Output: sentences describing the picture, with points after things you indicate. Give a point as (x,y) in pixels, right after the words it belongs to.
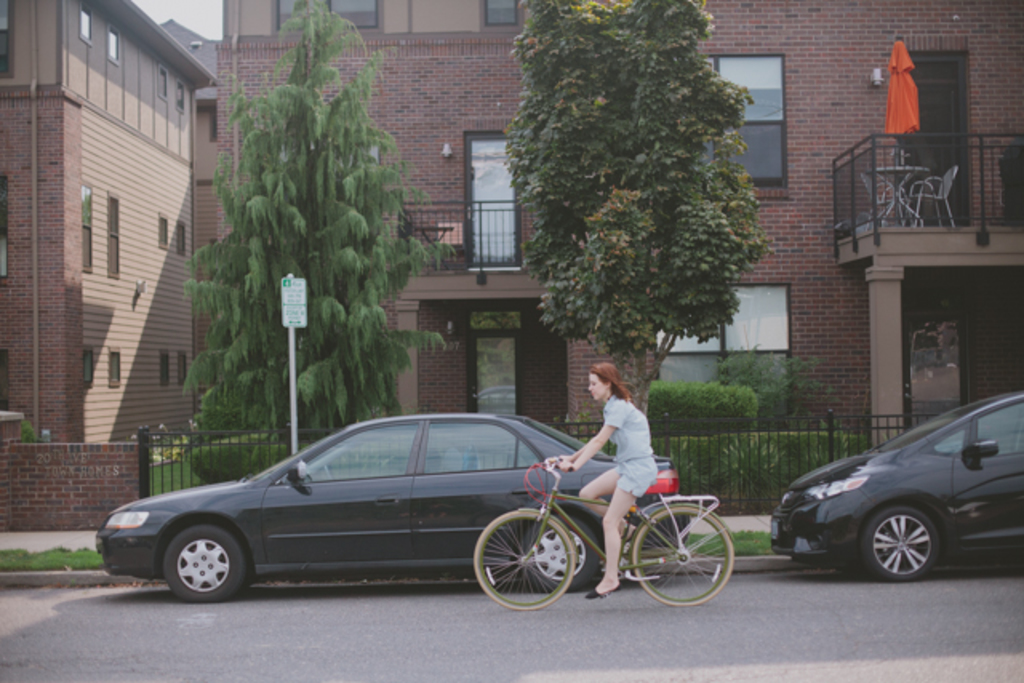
This woman (623,457) is riding a bicycle (674,546). Beside this woman (612,483) there is a vehicle (468,488) in black color. This is fence (739,466) in black color. In-front of this building (453,193) there are trees (581,189). These are buildings (87,204) with windows (88,268). We can able to see chairs (942,184) and table (888,201) with umbrella (915,95). These are plants (721,476) and grass (756,540).
